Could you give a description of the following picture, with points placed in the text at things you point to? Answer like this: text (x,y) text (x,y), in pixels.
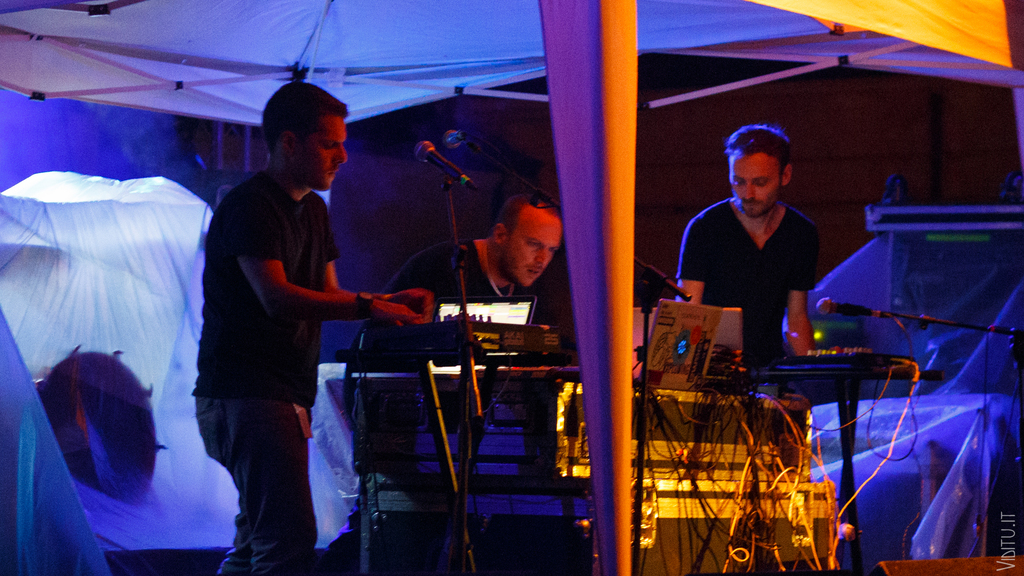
There are three persons (764,215) in black color t-shirts (236,196) on a stage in front of a table (369,426) on which, there are some objects (551,343), there are mics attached to the stand (462,342), there is a pole (613,107). In the background (136,31), there is a tent (148,36). In the bottom right (1009,537), there is a watermark (1004,521). And the background (99,251) is dark in color.
